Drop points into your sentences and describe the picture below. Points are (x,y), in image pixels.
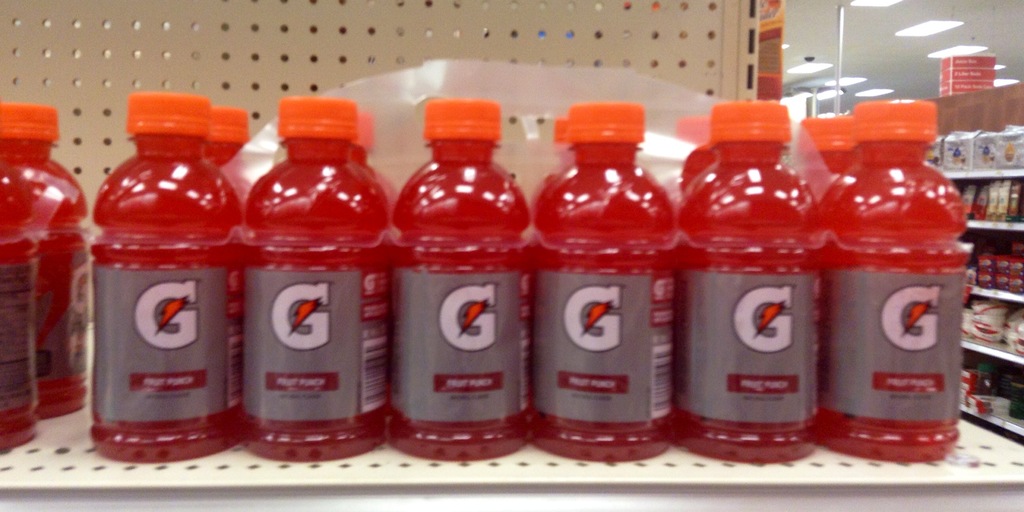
In the image we can see there are juice bottles (683,336) in the shelf (85,501).
